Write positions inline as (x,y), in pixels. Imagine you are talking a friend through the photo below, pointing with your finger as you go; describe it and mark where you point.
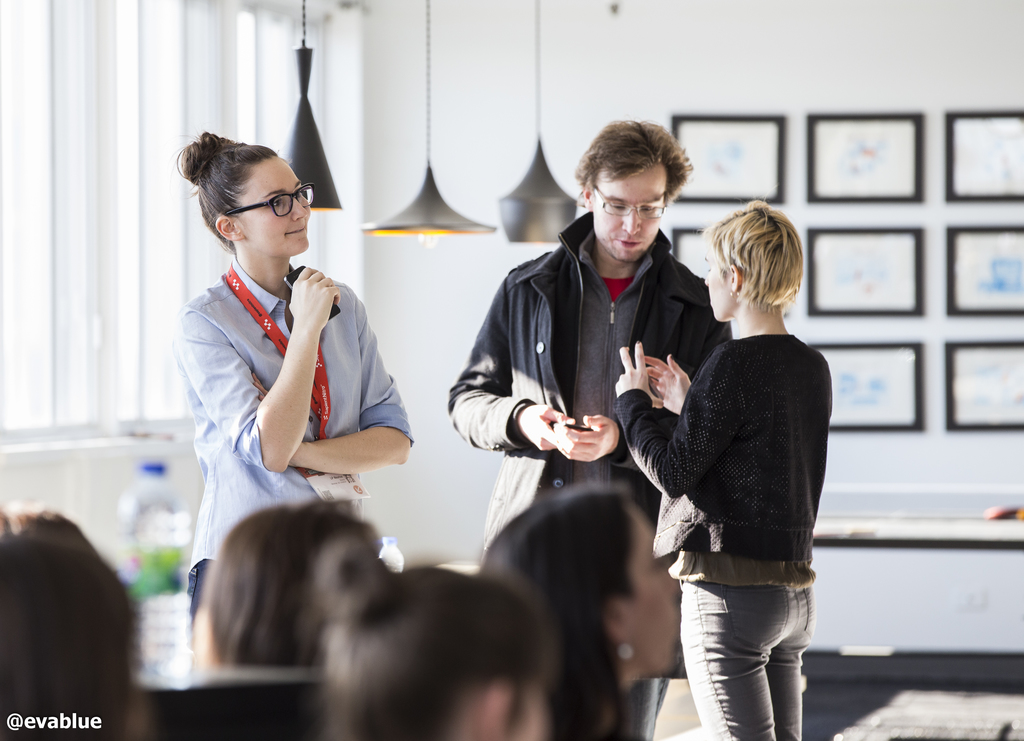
In this image, we can see three people (554,406) are standing and two of them are holding black color objects (569,430). Here a woman (300,294) and man (542,387) are wearing glasses (610,212). Background (420,333) we can see a wall (438,309), photo frames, windows (39,370), lights (328,208). At the bottom of the image (31,600), we can see few human heads (129,697), water bottle (175,591) with sticker (170,578). Left side (64,721) bottom corner, there is a watermark (50,721) in the image.
